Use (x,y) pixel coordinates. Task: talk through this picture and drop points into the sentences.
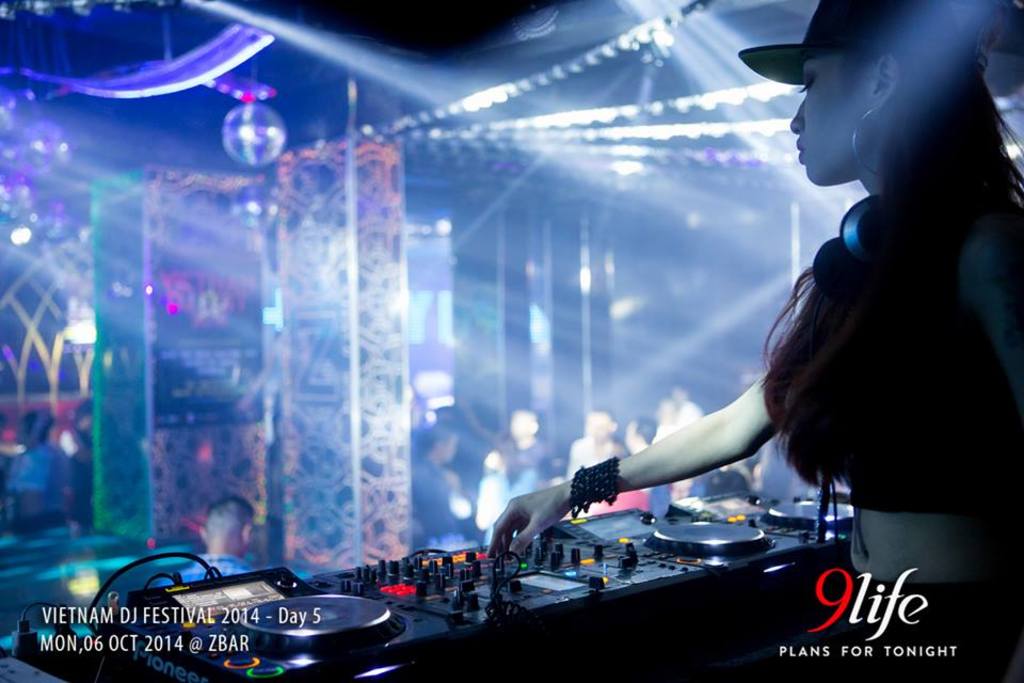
Woman (905,134) is playing an instrument (783,557). Background (507,462) it is blur. We can see people (518,454) and lights (675,41). Bottom of the image (229,613) there is a watermark (846,598).
